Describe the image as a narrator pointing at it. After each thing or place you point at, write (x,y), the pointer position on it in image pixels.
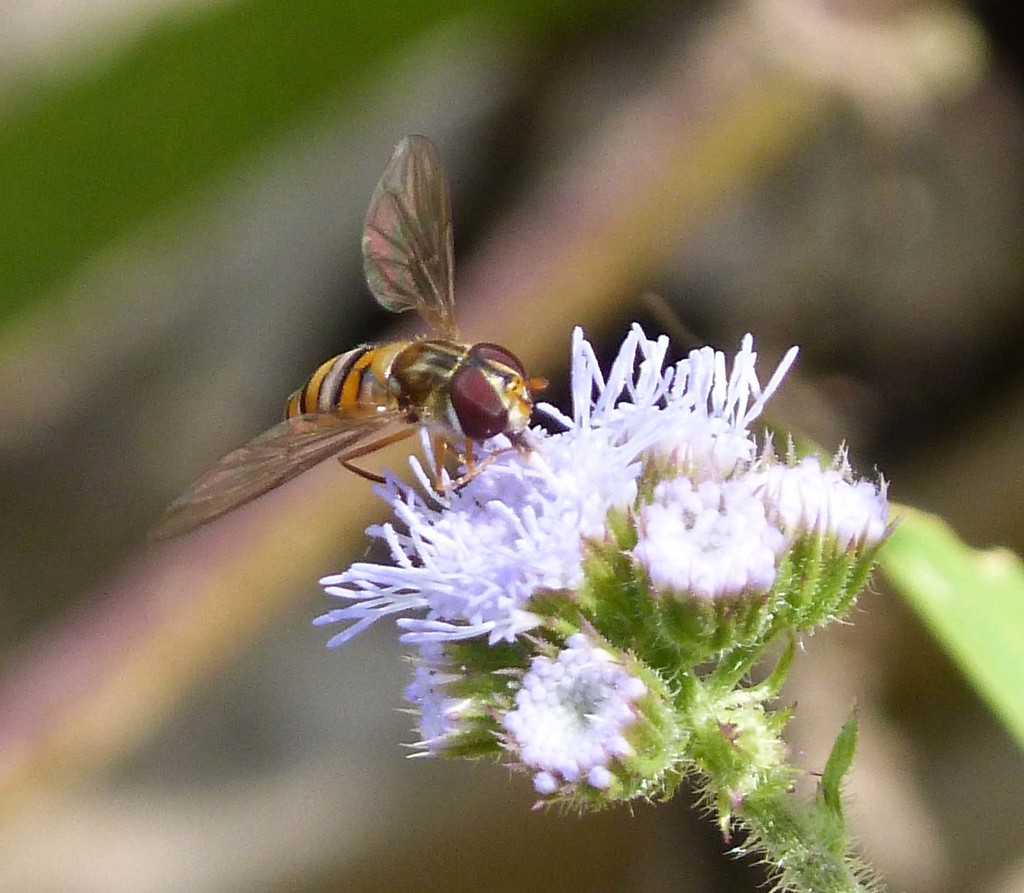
In this image I can see a flower (667,628) attached to a stem (812,876). On the flower (479,477) there is a hoverfly (328,375). The background (191,441) is blurred.
